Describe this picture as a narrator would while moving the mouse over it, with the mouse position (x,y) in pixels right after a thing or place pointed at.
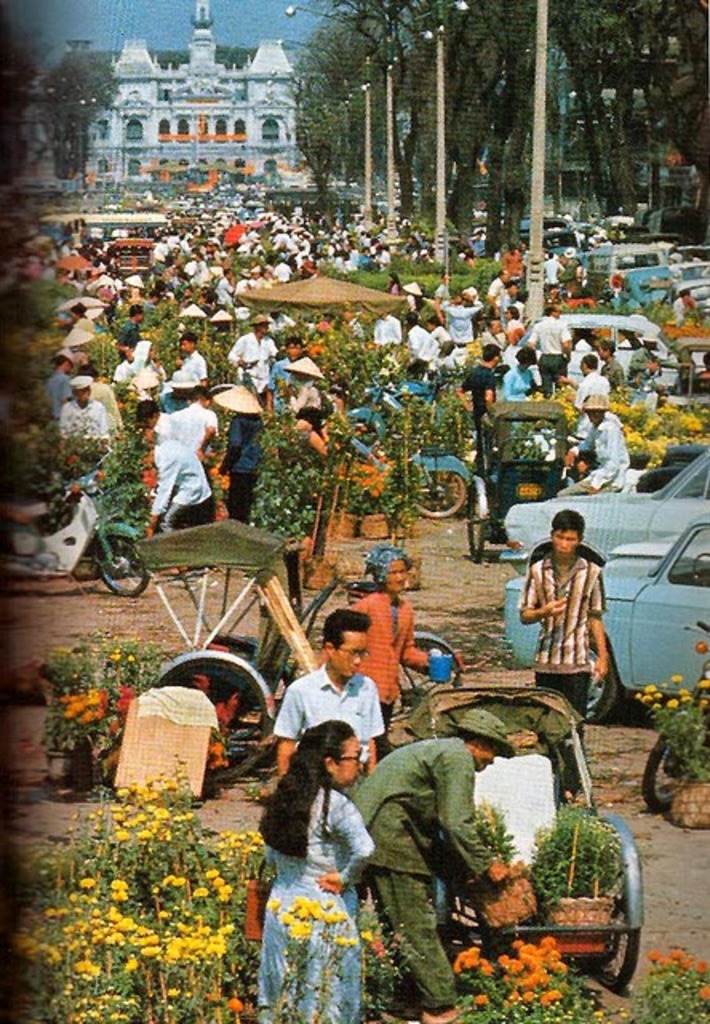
In the image in the center (417,650), we can see a few people (299,680) are standing and they are holding some objects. And we can see vehicles (508,534), plants (218,346), flowers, tents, poles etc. In the background (281,16) we can see the sky (109,16), and buildings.
